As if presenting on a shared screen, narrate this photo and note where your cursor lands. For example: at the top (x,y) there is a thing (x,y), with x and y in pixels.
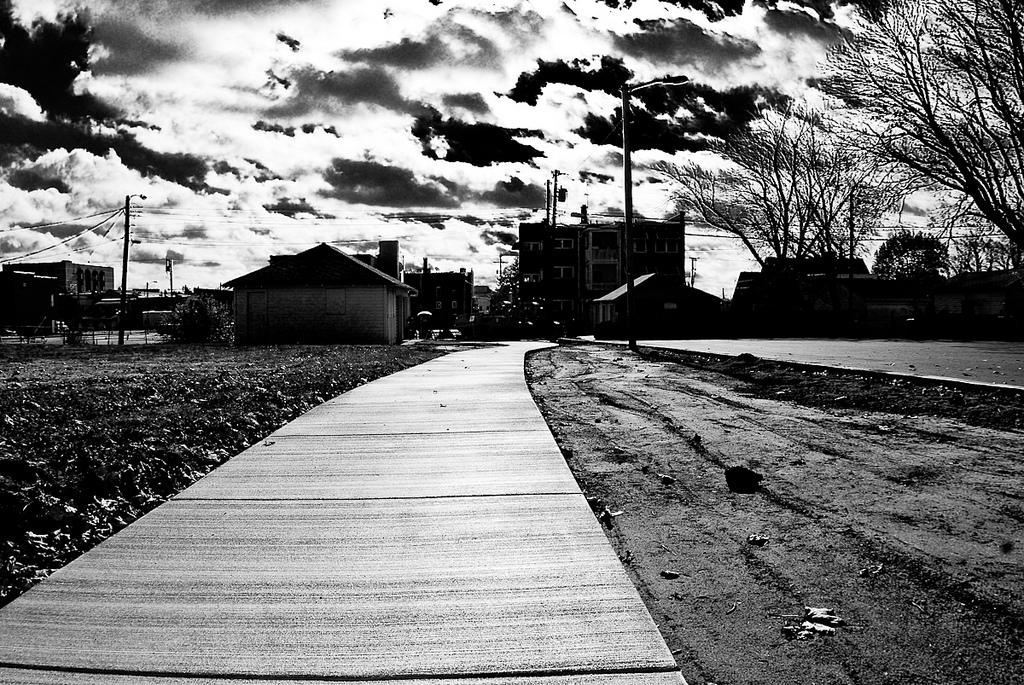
In this image I can see a path (515,341) in the center (361,406) and in the background (761,319) I can see number of buildings (333,307), few poles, wires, clouds (220,175) and the sky (361,71). On the right side of this image (998,153) I can see few trees (900,175) and I can see this image is black and white in colour.
